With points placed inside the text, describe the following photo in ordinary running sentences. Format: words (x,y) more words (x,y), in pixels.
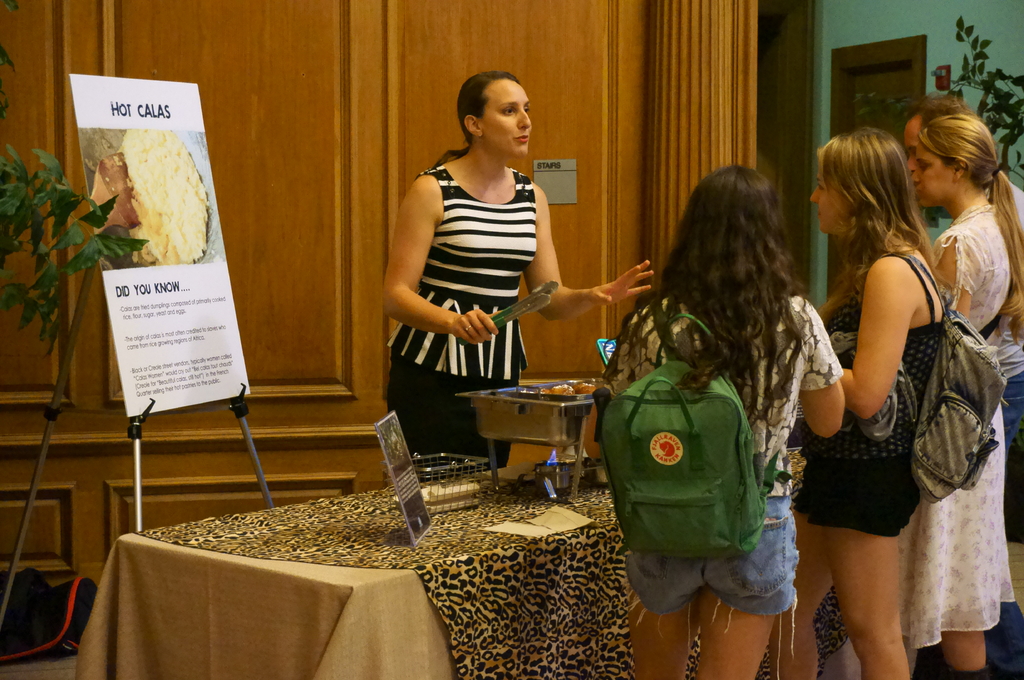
In this image there are four persons (965,113) standing besides a table (597,497) towards the right (995,218). These two women (926,314) are wearing bags (940,432). Before them there is another woman (496,165) wearing striped dress (460,266) and holding a tongs (549,284). On the table (486,514) there is a stove (485,407), a frame (383,425) and a dish (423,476). Towards the left (87,105) there is a board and a plant (50,165), on the board (106,101), some text (135,108) printed on it. In the background (211,145) there is a wood wall (422,24).
